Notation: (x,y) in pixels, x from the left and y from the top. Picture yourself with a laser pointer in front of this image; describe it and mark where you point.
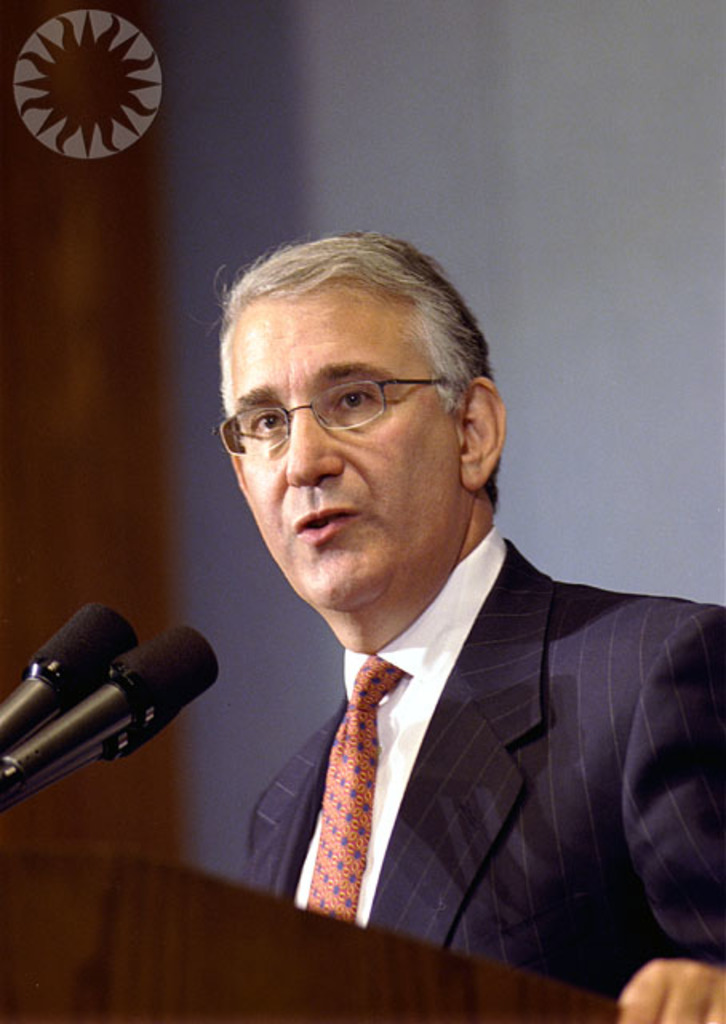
In this picture we can see a man (501,649), he wore spectacles (351,392), and he is speaking in front of the microphones (64,730).
